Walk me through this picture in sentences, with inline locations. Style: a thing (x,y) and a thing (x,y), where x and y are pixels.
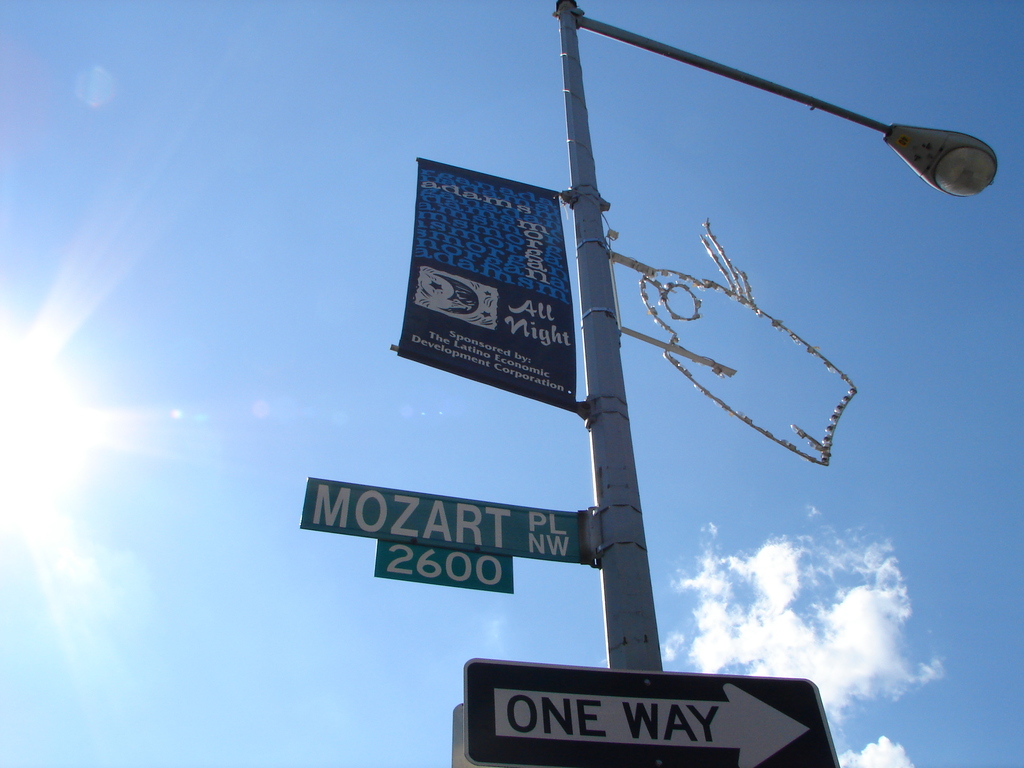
In this image we can see there is a street light (603,276) and there are some banners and some sign boards (544,684) are attached to this pole (599,251). In the background (561,625) there is a sky (561,625).
